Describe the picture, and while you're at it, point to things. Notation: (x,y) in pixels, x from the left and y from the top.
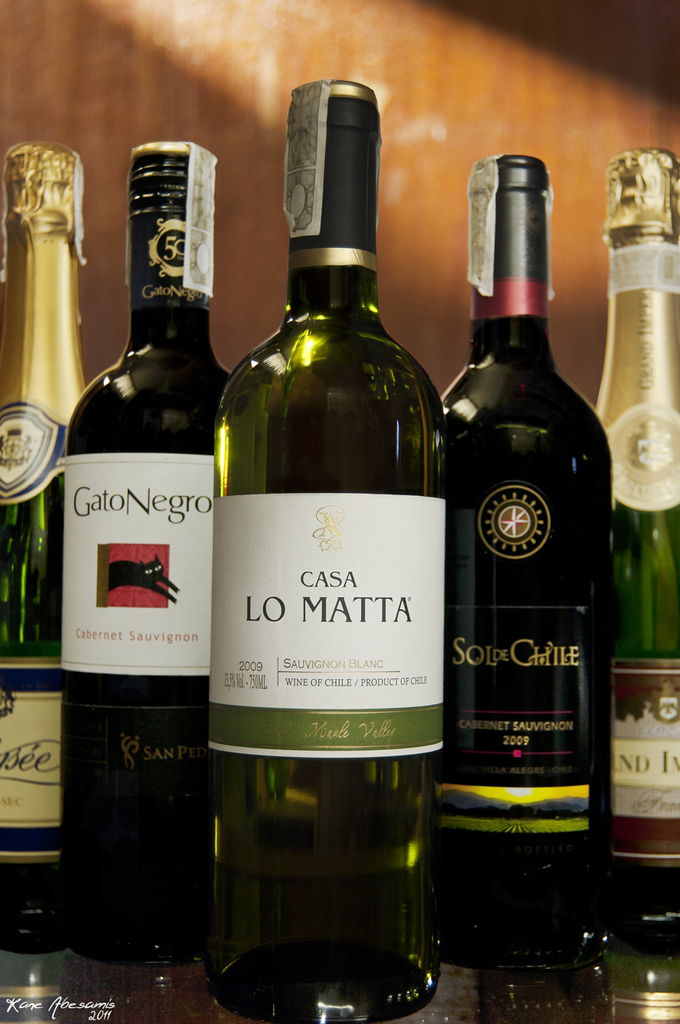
There are five wine bottles (323,645) placed on the table (405,1018). In the background (399,301) there is a wooden wall (189,51).
